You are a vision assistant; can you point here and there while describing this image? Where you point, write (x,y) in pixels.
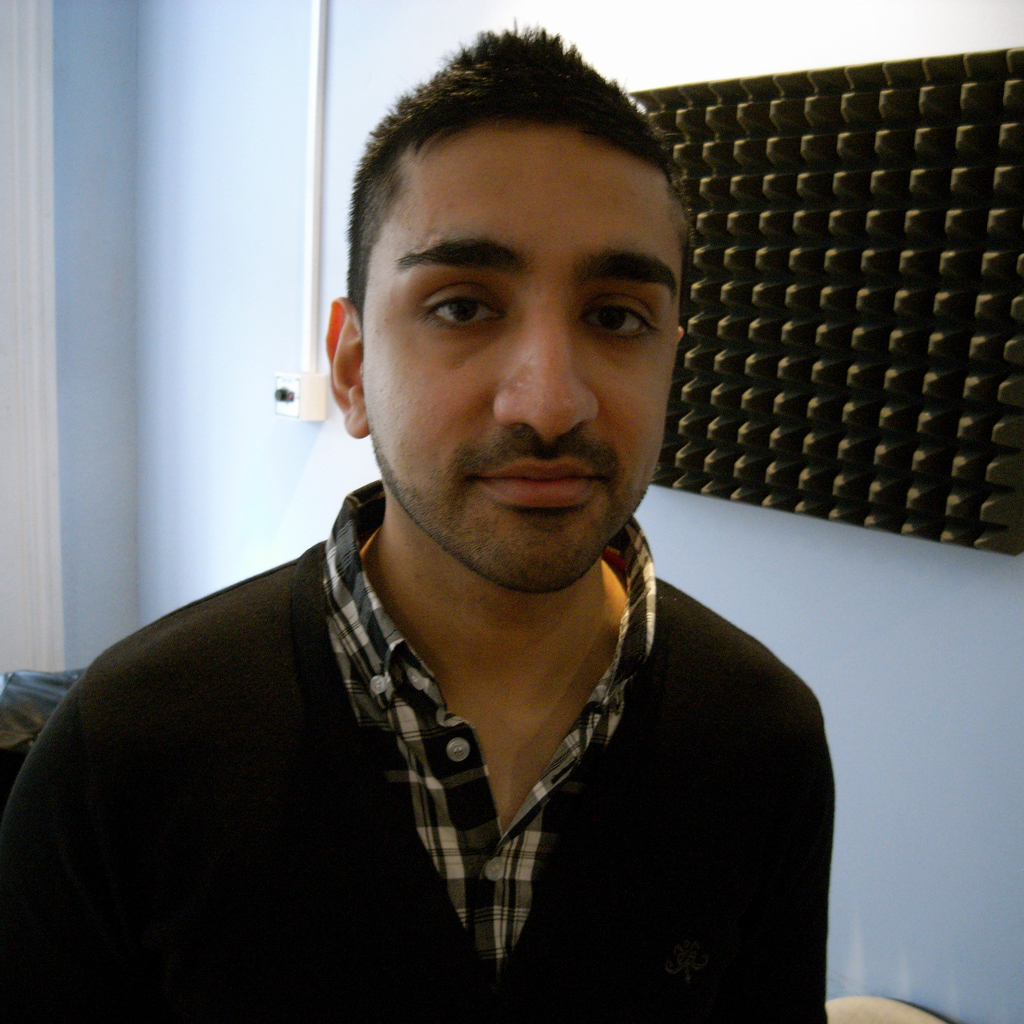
In this image, in the middle (550,517) there is a man (558,580), he wears a shirt (478,775). In the background (296,166) there is a wall (182,345), switch board (277,396), objects (907,319).
